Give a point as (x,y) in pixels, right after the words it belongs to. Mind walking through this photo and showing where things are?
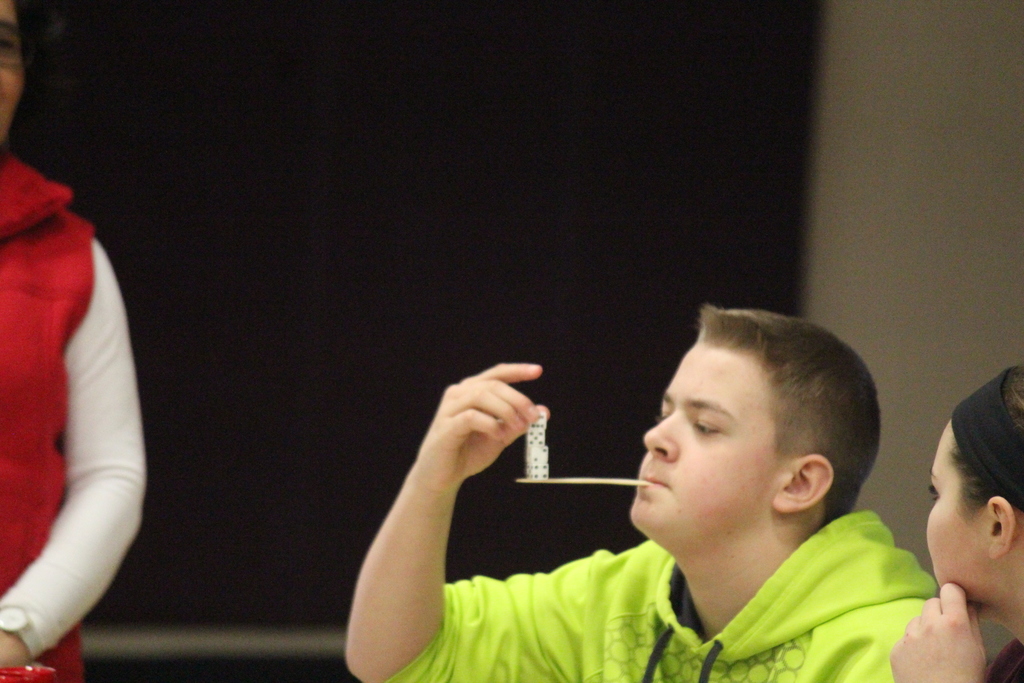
In this image I can see a person (658,571) wearing green colored dress (673,609) is holding a die (532,425) in his hand (535,414) and a stick (629,481) in his mouth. I can see few other persons (966,670) and in the background (273,155) I can see the black colored surface (420,149).
